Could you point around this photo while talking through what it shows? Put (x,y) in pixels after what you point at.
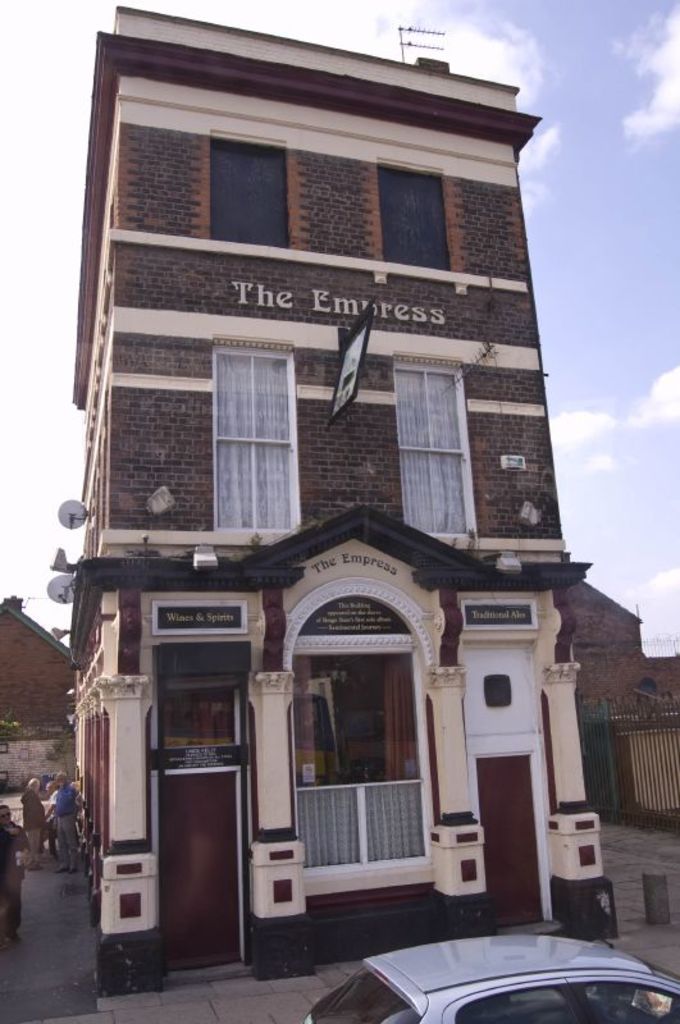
In this image in the center (390,480) there is one house (275,708), and at the bottom (537,972) there is one car (550,959). In the background (639,696) there are some houses (639,696), and on the left side (37,836) there are some people (37,836) who are standing. On the top of the image (540,31) there is sky (494,29).
